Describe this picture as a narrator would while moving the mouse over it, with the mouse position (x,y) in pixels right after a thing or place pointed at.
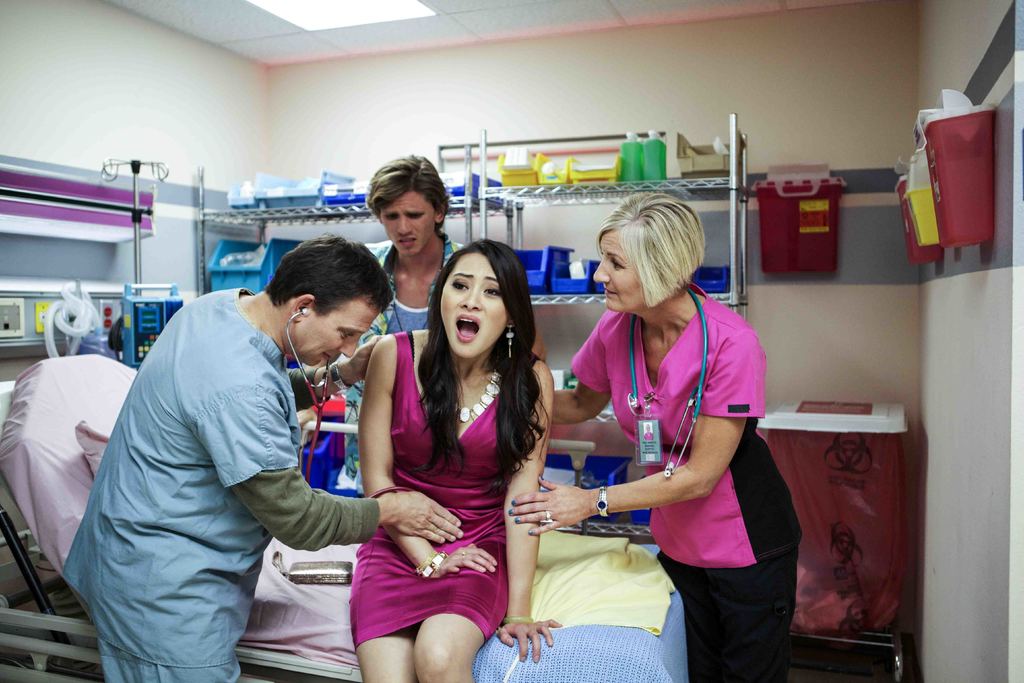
In this picture we can observe four members (454,369). Two of them are women (430,355) and the other two are men (232,417). We can observe doctor (673,378) wearing stethoscope (636,362) in her neck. One of the woman (419,575) is sitting on the bed (336,648). In the background (227,214) we can observe racks (506,216). There are red color boxes (770,199) fixed to the wall (847,238). We can observe a wall (455,95) behind the rack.
